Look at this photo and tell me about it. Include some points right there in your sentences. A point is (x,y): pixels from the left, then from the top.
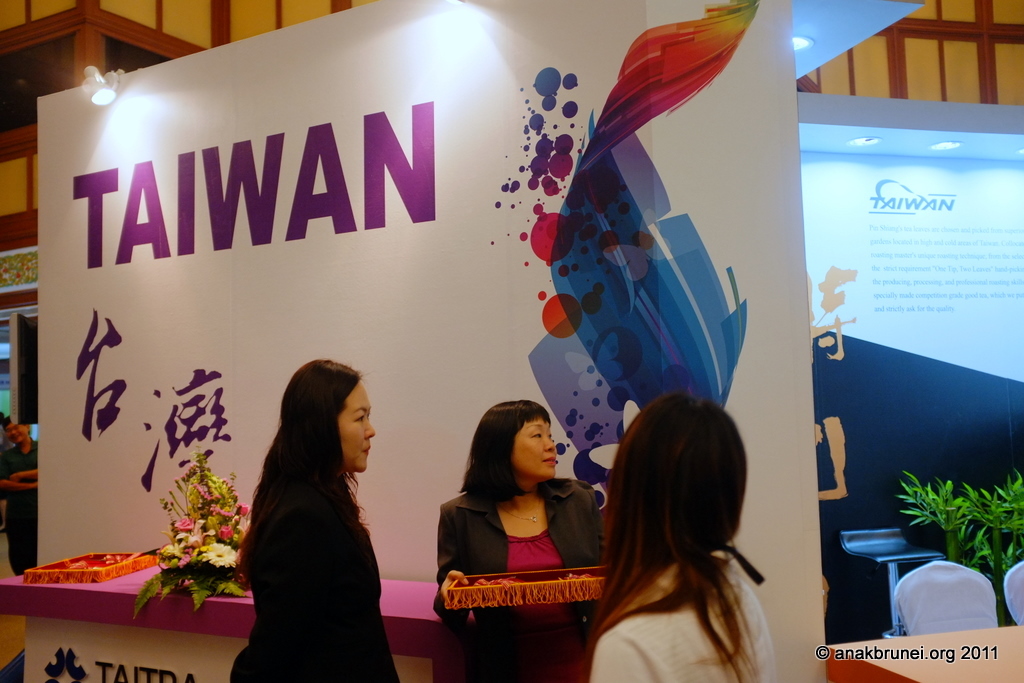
In the background (388,159) we can see the banners (186,308), lights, plants (962,510), chairs (1012,579) and a person (33,441). In this picture we can see the women (733,534) and we can see a woman (552,616) is holding a tray (581,594). We can see another tray (104,563) and flower bouquet (212,567) placed on the shelf (240,616).
